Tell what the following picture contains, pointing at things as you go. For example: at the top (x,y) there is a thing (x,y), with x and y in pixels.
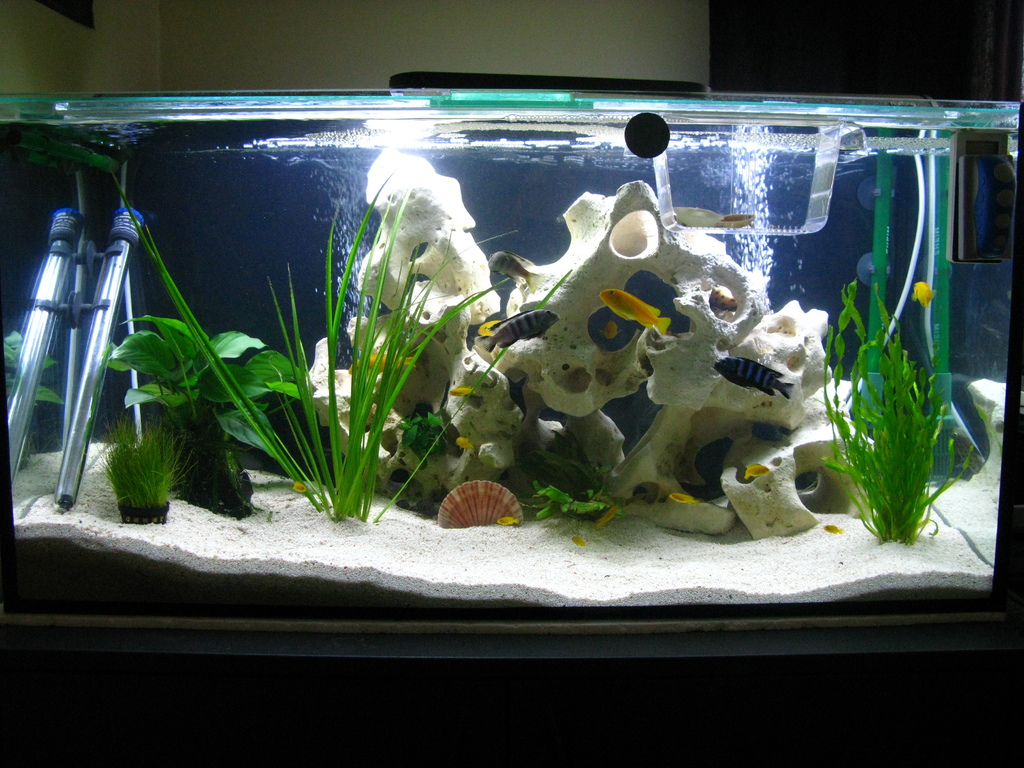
In this picture we can see a aquarium (368,298). In the aquarium (142,304) we can see stand (77,391), plant (139,450), leaf (273,409), fishes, water (775,258) and white object (498,434). On the top (259,20) we can see wall (383,41). On the bottom (608,739) we can see table (294,642).
